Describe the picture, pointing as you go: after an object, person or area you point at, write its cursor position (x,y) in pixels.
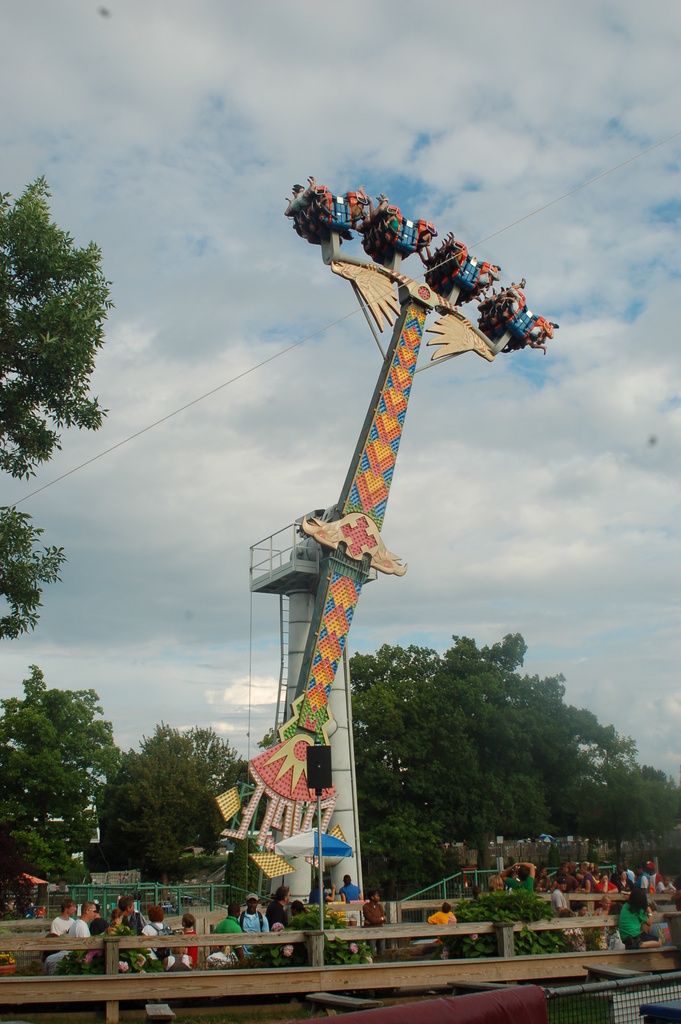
In this picture we can see an amusement ride (321,632). We can see some fencing (287,939) and some objects (666,1020) at the bottom of the picture (251,998). There are a few people (626,893), plants (360,961), an umbrella (297,850), shed (33,884) and some trees (35,788) are visible in the background (91,832). Sky (180,416) is cloudy.
